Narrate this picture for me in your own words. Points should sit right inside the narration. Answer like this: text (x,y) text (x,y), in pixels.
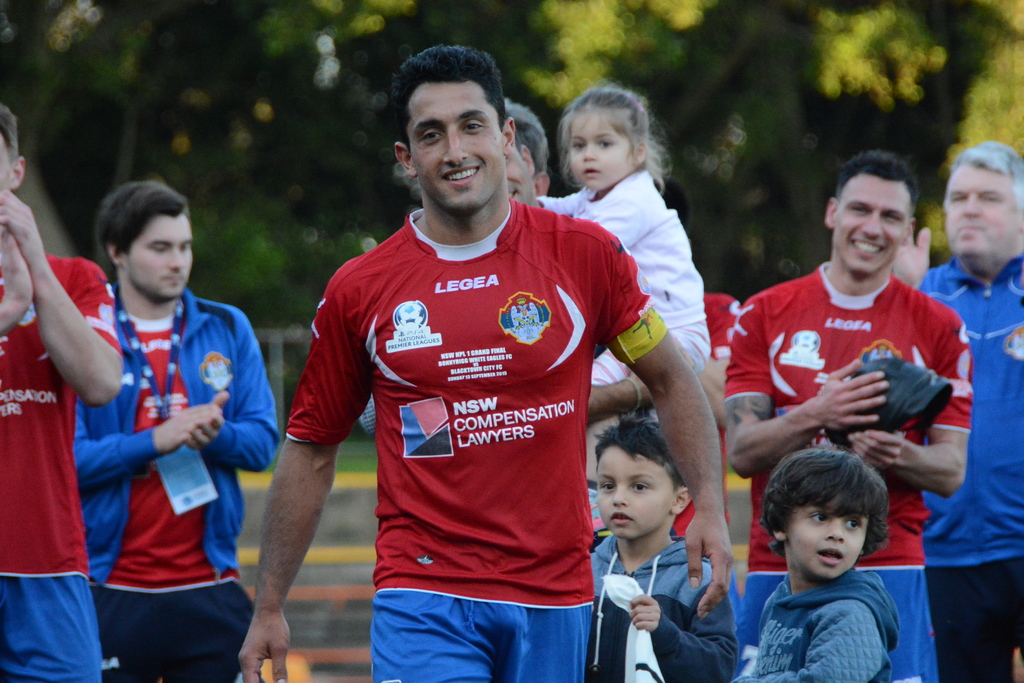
In this picture there are people (587,224). In the background of the image (712,92) it is blurry and we can see trees (234,178).
